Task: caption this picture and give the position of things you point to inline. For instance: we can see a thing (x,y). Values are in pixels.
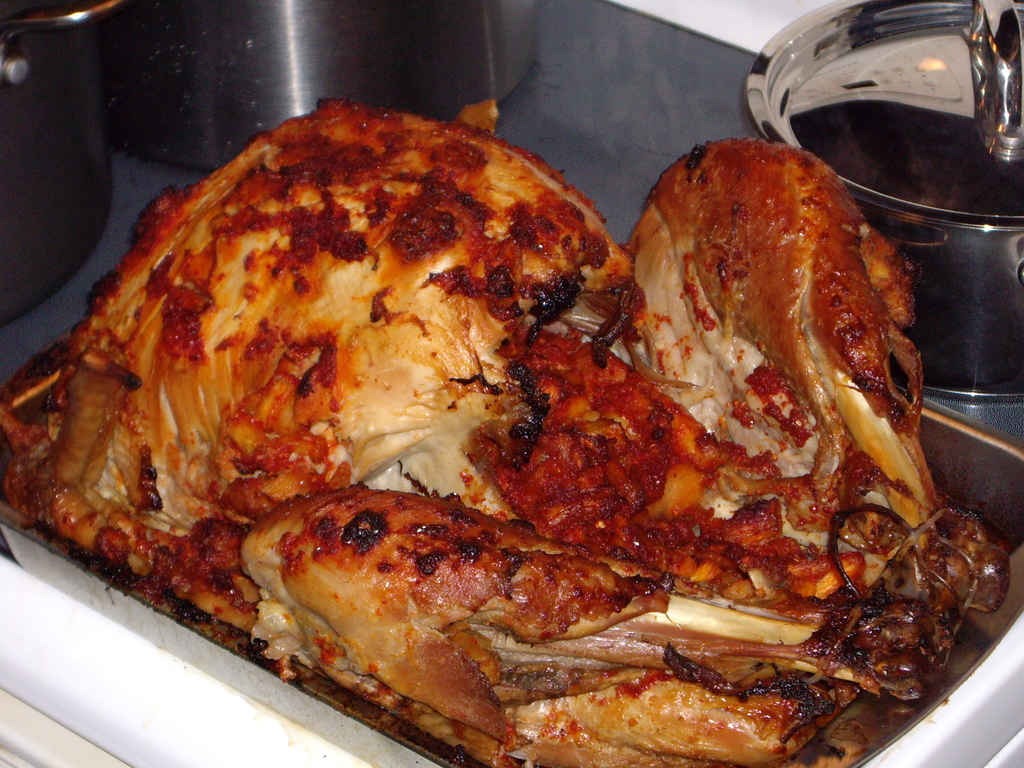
In this image, we can see food (350,393) on the tray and in the background (137,29), there are some vessels (462,39).
